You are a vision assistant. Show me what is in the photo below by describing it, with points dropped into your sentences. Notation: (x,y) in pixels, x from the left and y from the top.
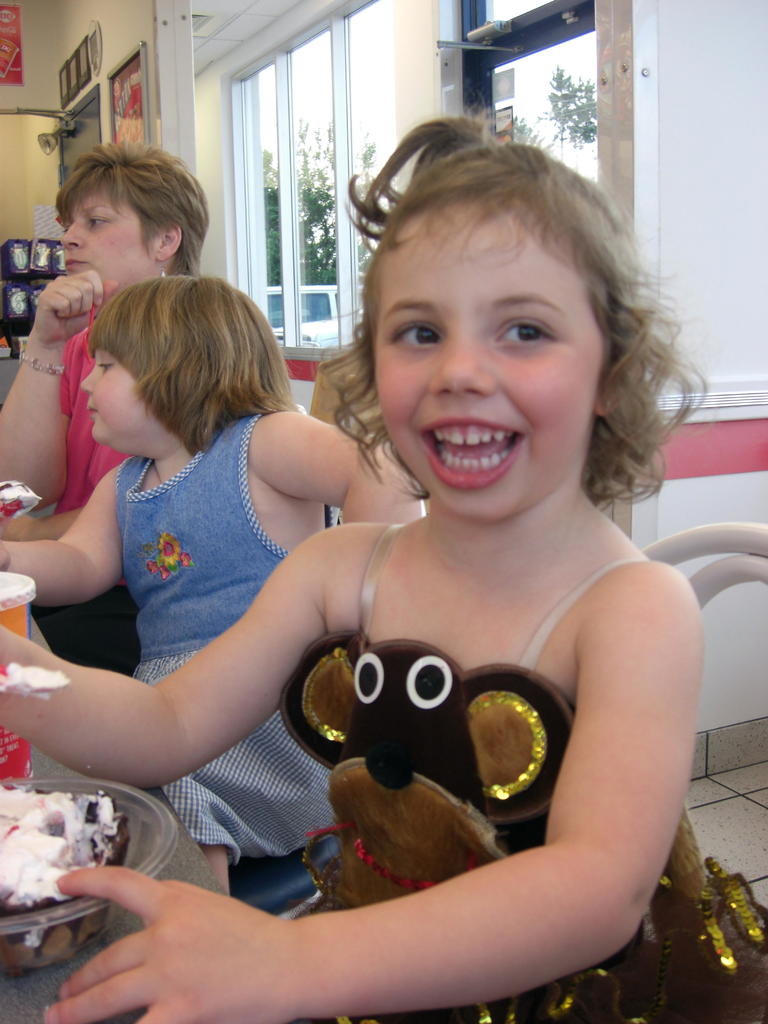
Here in this picture we can see two children (155,552) and a woman (78,471) sitting on chair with table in front of them having some food items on it and the child (433,450) in the front (446,464) is smiling and behind them we can see windows (336,94) and door (515,100) present, through which we can see plants (359,263) and tree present outside.
